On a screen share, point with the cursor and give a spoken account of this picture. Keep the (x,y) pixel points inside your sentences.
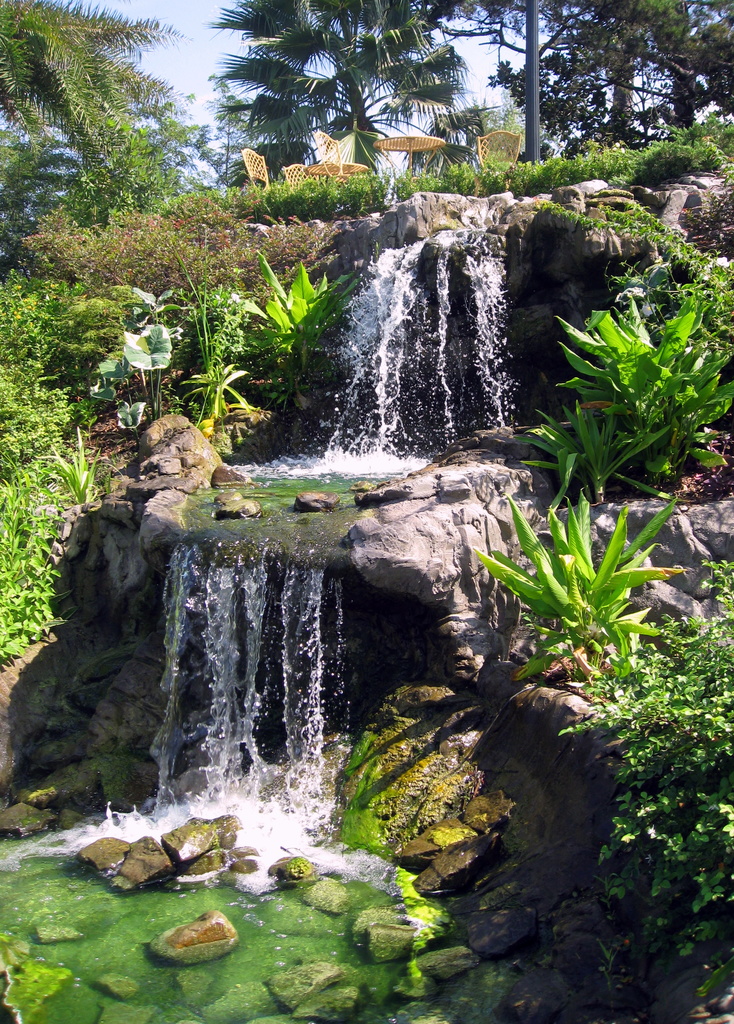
This picture is clicked outside the city. In the foreground (279,943) we can see a water body (329,881), a waterfall (322,524) and the rocks (489,548) and we can see the plants (26,322) and grass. At the top (252,44) there is a sky (200,22), trees (401,22) and a table (425,140) and some chairs (252,174).
